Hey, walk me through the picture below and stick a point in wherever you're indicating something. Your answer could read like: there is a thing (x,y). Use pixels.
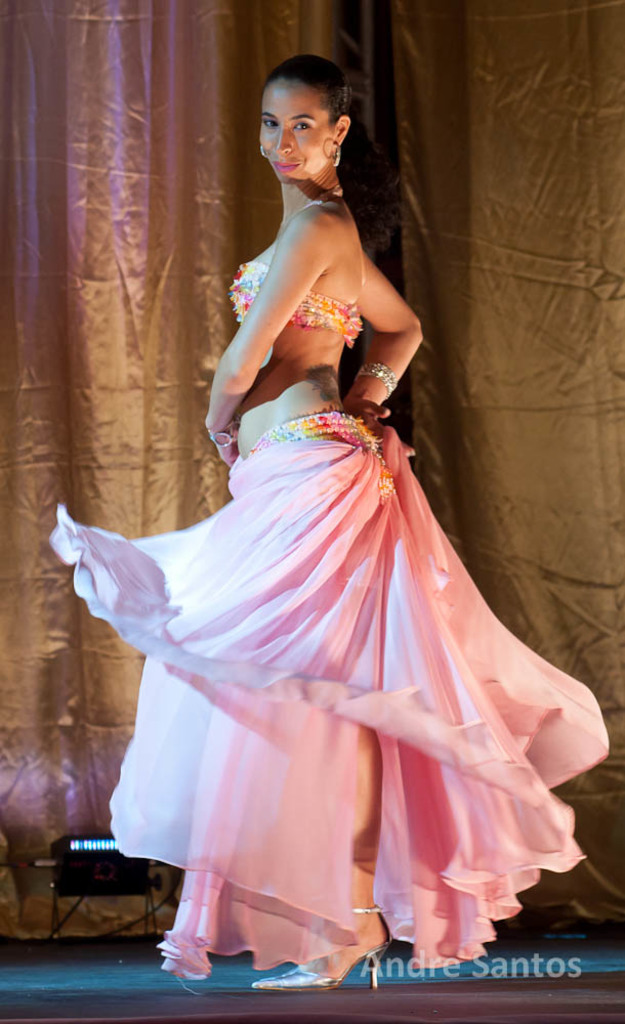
In this image we can see a woman (284,723) standing on the floor (246,972). In the background (90,877) there are electric lights (100,857) on the floor (238,975) and a curtain (230,235).
